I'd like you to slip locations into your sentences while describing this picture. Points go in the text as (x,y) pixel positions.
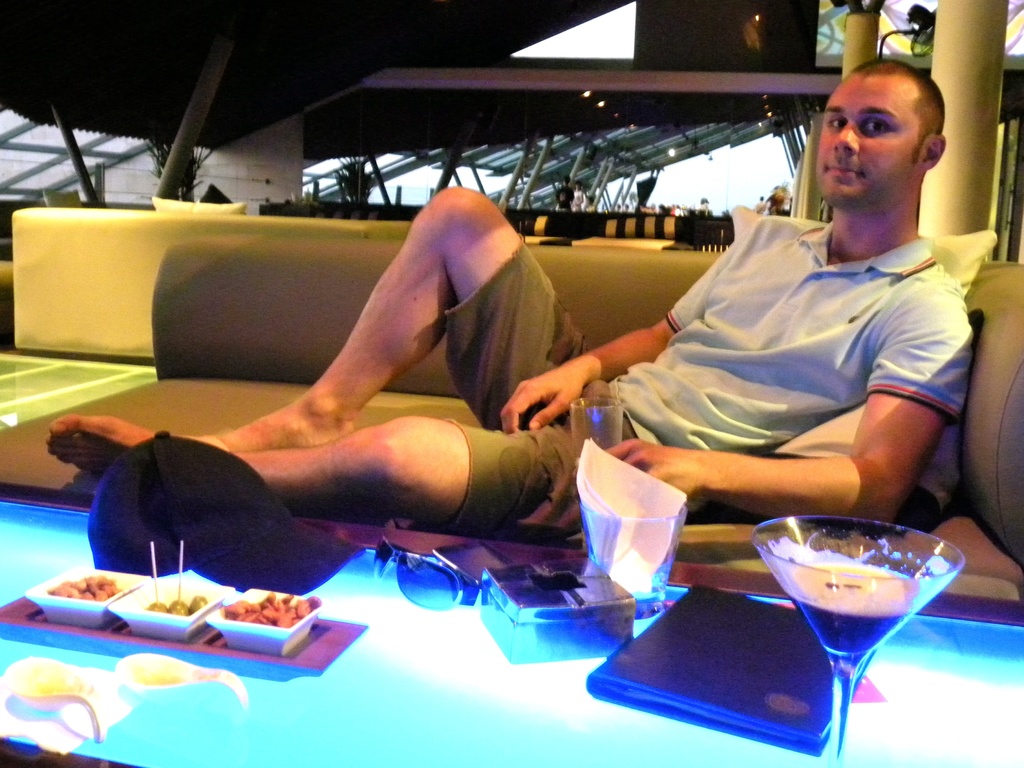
In the image we can see one person (858,323) sitting on the couch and he is holding glass (616,424). In front (560,710) we can see table (544,721), on table (594,661) we can see food item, wine glass (846,610), glasses (409,578), cap (187,515), tissue paper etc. And back there were few more persons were standing.
